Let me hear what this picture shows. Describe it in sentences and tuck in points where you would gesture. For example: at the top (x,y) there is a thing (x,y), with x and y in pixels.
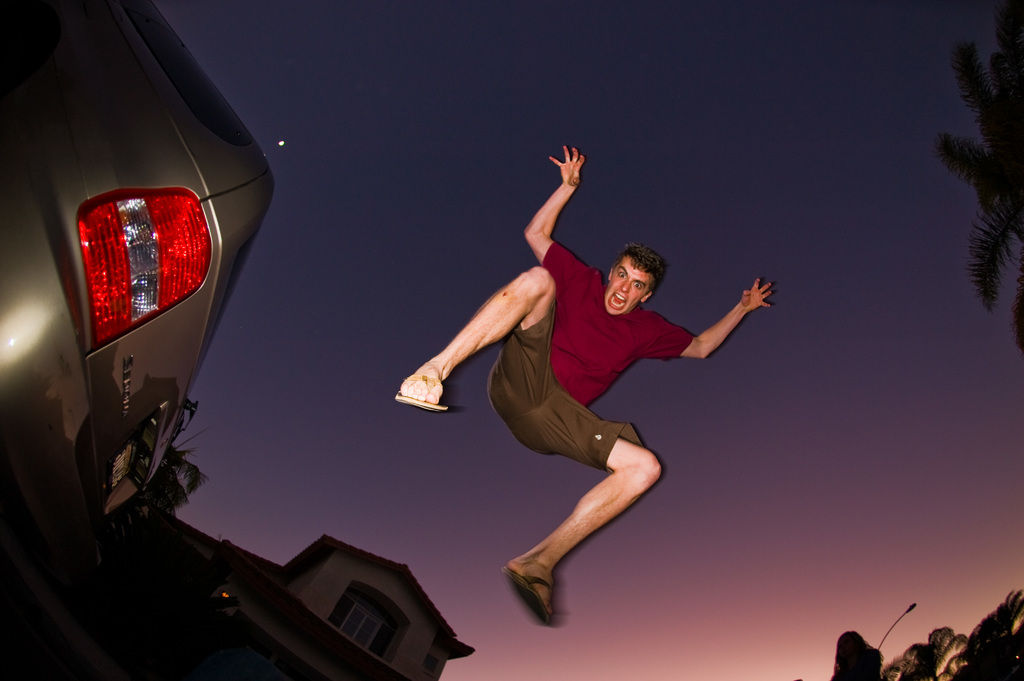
In this picture we can see a man (527,572) is in air (408,294), house (374,593) with window (349,625), trees (205,611), vehicle (119,172) and in the background (961,275) we can see the sky (432,277).
